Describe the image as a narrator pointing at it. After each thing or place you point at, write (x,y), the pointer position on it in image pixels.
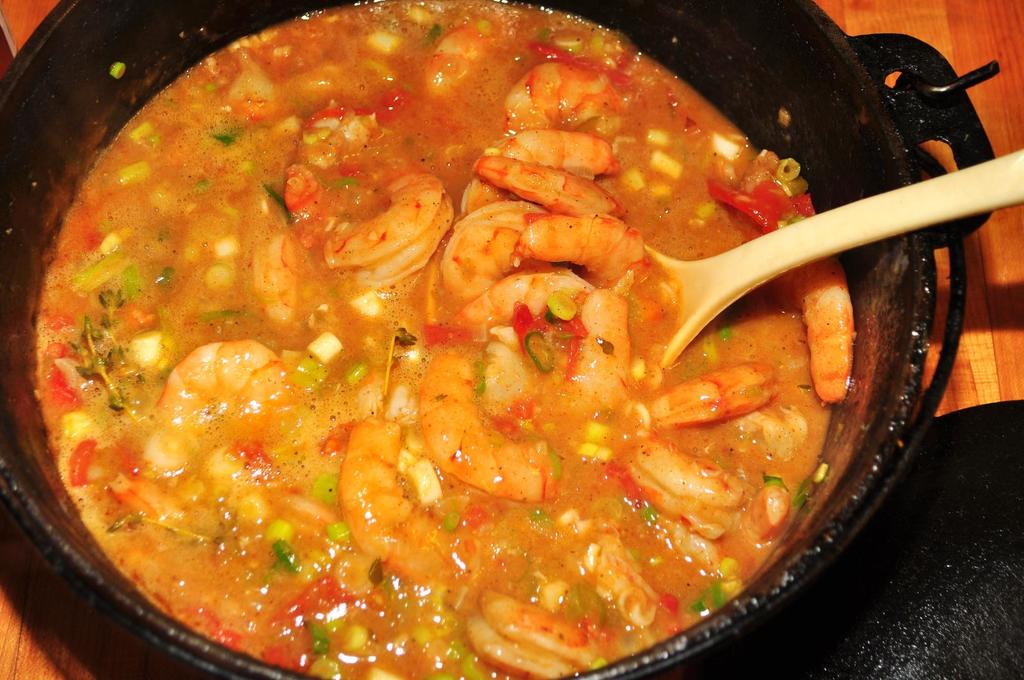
In this image I can see it looks like a curry (596,271) in a black color bowl (666,6). There is a white color spoon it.
